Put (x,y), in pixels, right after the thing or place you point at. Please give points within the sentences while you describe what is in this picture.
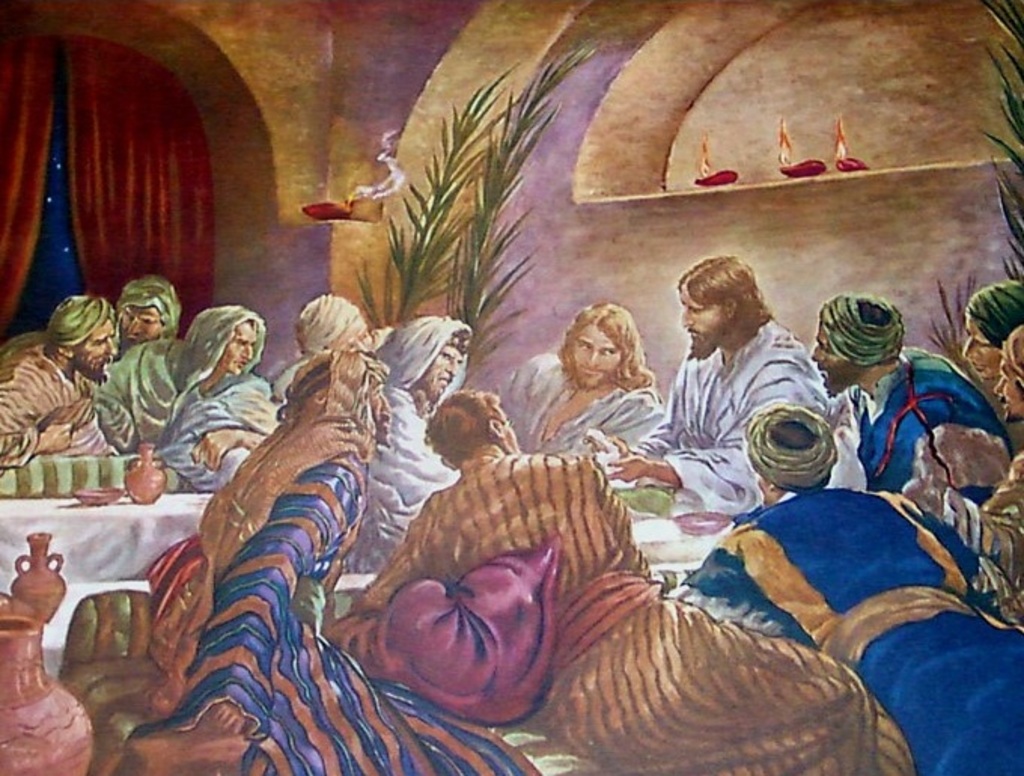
In this picture we can see a group of people (462,750) sitting, pots (18,713), bowl (122,492), lighted diyas (783,174), plants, wall (569,207), curtains (123,221) and some objects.
